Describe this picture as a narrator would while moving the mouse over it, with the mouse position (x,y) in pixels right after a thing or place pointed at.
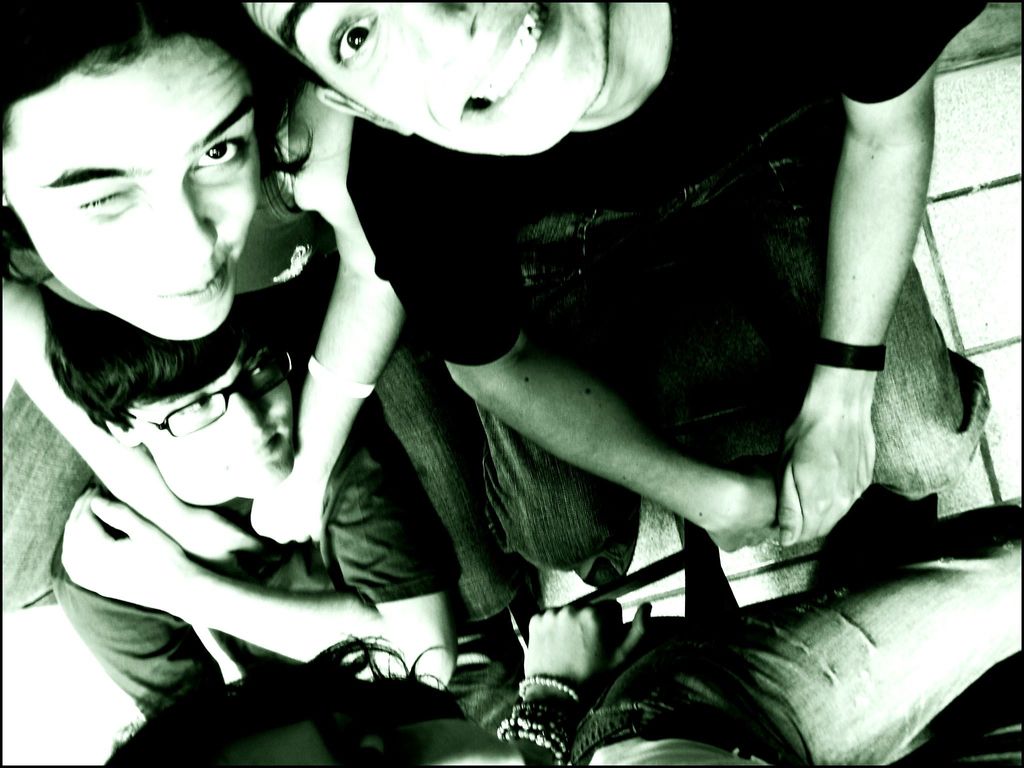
This is black and white image, in this image there are four person (416,602) three are sitting and one is crouching.
